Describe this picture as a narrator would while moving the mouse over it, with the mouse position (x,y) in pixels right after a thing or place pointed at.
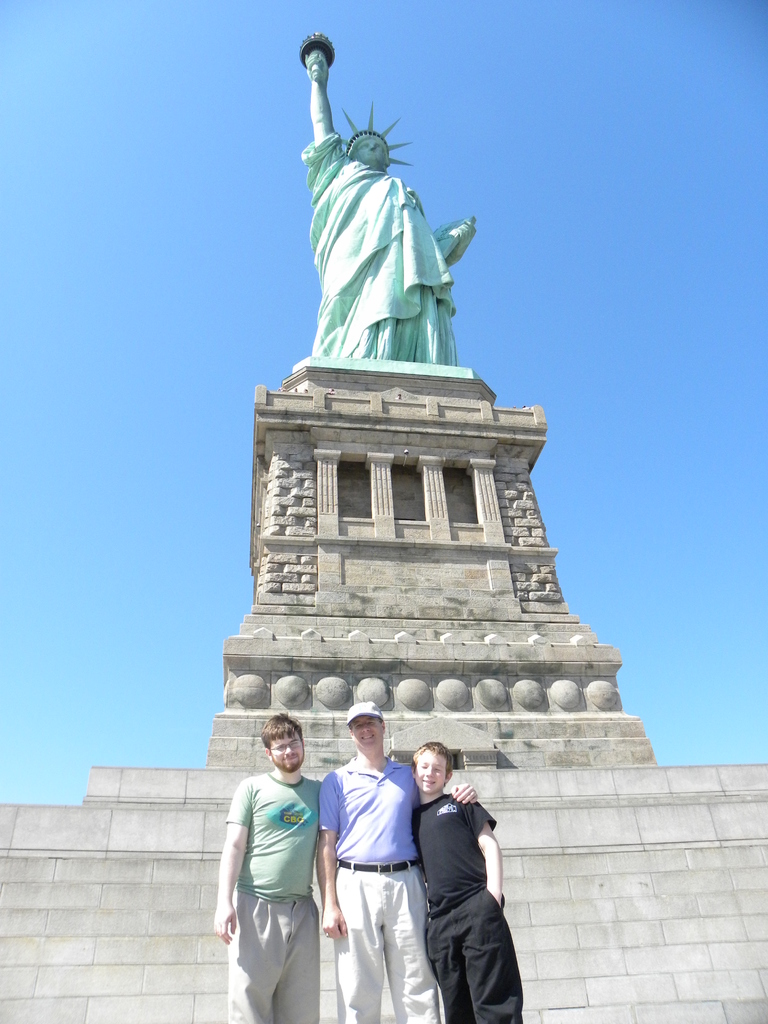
In this image we can see a statue of liberty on the pillar (422,582). And we can see there are people (405,819) standing near the wall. In the background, we can see the wall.
